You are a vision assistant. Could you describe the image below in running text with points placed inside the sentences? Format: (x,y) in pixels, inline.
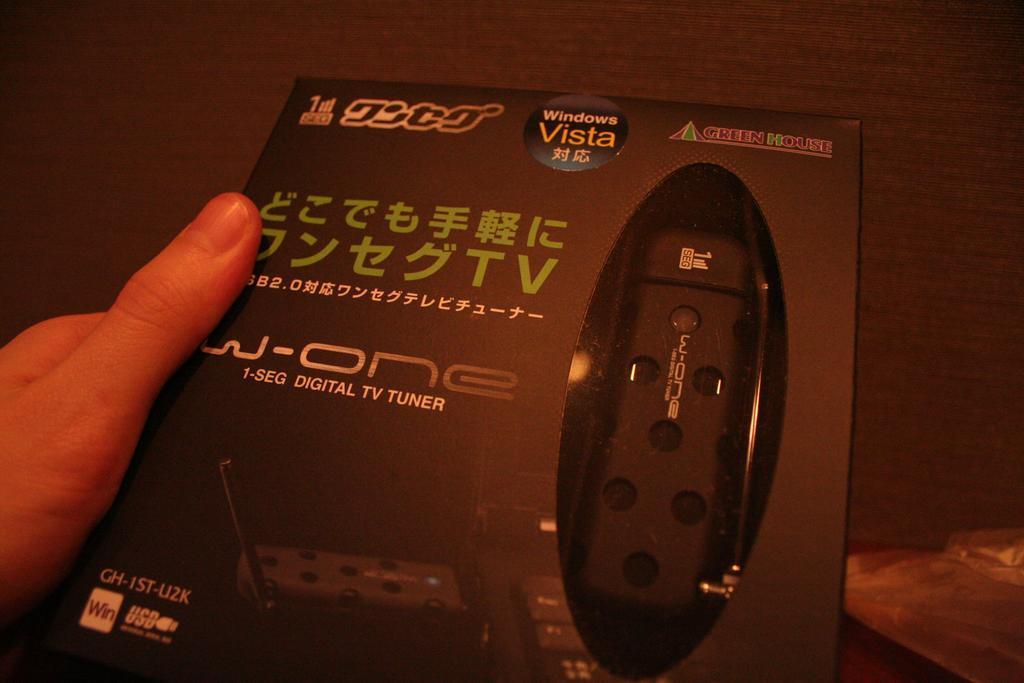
In this image we can see there is a person's hand (70,505) holding the box (511,401) and in that there is a black color object (715,458). At the back (915,581) there is a cover (959,608) on the wooden surface (941,335).
